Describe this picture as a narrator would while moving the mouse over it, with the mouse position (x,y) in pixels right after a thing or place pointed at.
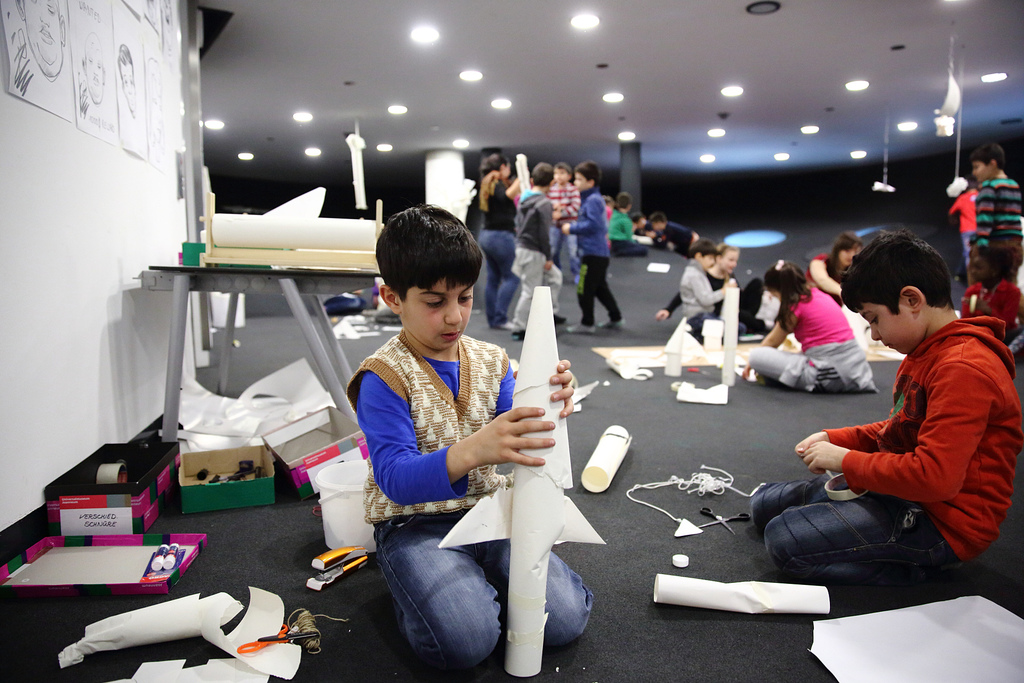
In the foreground of this image (319,550), there is a boy (436,512) making a paper craft (534,527) and we can also see craft items (247,621) around him. On the right (938,481), there is another boy (933,443) holding a tape (849,491). Behind them, there are few objects (250,252) on the table (227,279), few cardboard boxes (150,480) and papers (134,115) pasted on a wall (115,223). In the background (694,231), there are few people (833,293) standing and sitting on the floor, lights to the ceiling (492,95) and few crafts objects (728,369) on the floor (619,343).
